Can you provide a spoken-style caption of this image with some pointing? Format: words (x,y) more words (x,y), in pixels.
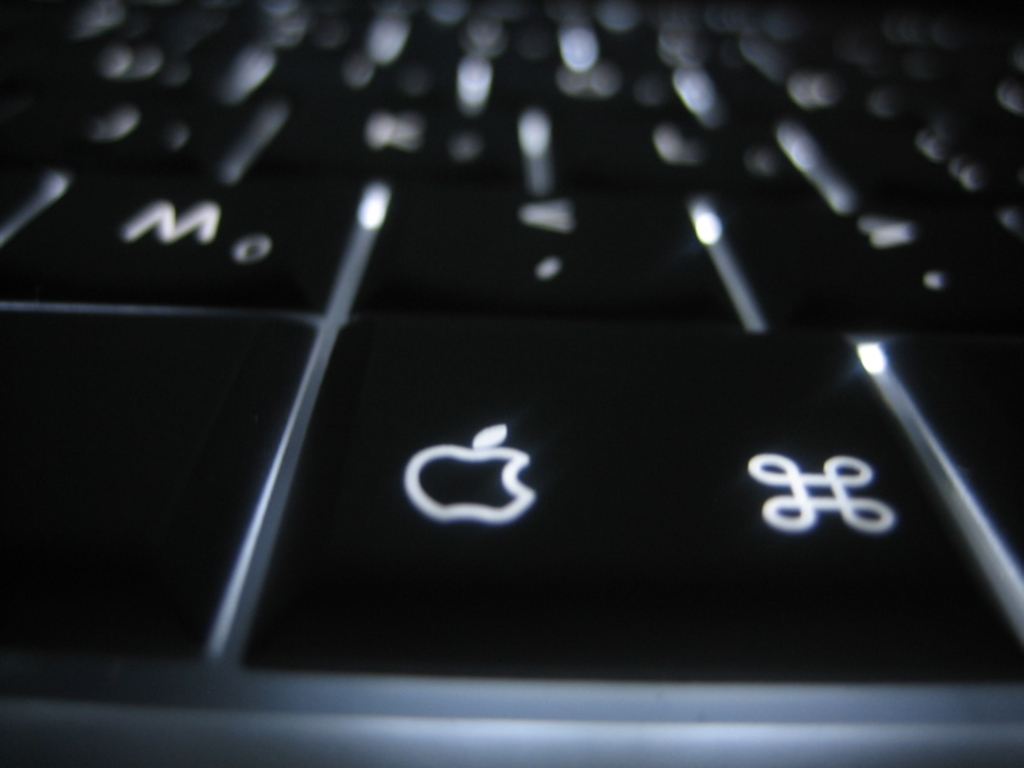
A picture of keyboard keys (779,566). On this black key (316,573) we can see a logo (477,452) of an apple product (463,495).
